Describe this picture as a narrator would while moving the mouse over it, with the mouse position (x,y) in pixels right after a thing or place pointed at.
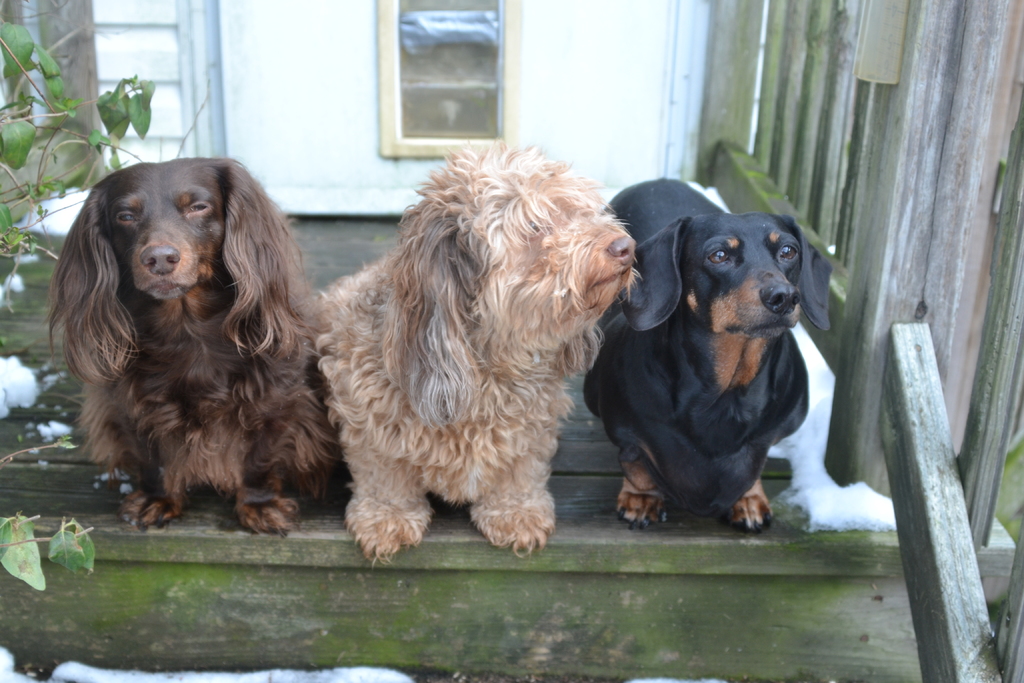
In the image there are three dogs (513,337) standing on the wooden floor (735,587) with a fence (965,626) beside them and a door (528,69) behind them on the wall (181,68), there is a plant (27,141) on the left side (41,226), there is snow (819,409) on either side of them.
